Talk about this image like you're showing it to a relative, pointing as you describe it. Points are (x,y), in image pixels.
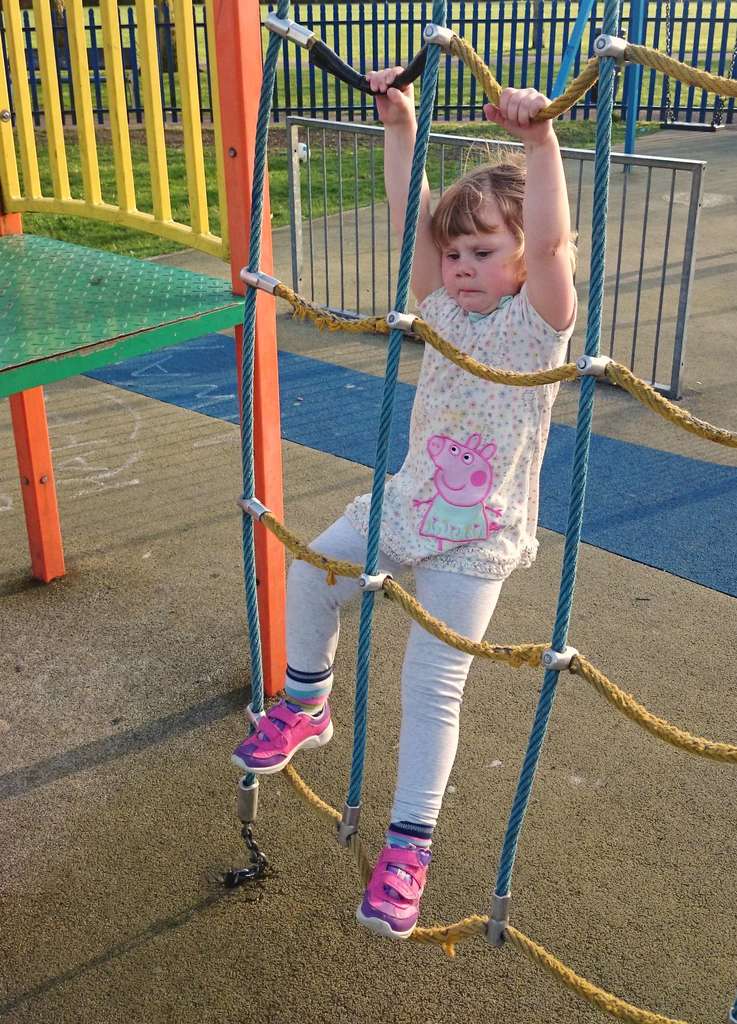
In the center of the image (359,524) we can see one kid (437,427) climbing rope (580,419). In the background (114,99), we can see the fences (337,48), grass (364,179), one mat (304,396), one platform (107,330) and a few other objects (260,351).
